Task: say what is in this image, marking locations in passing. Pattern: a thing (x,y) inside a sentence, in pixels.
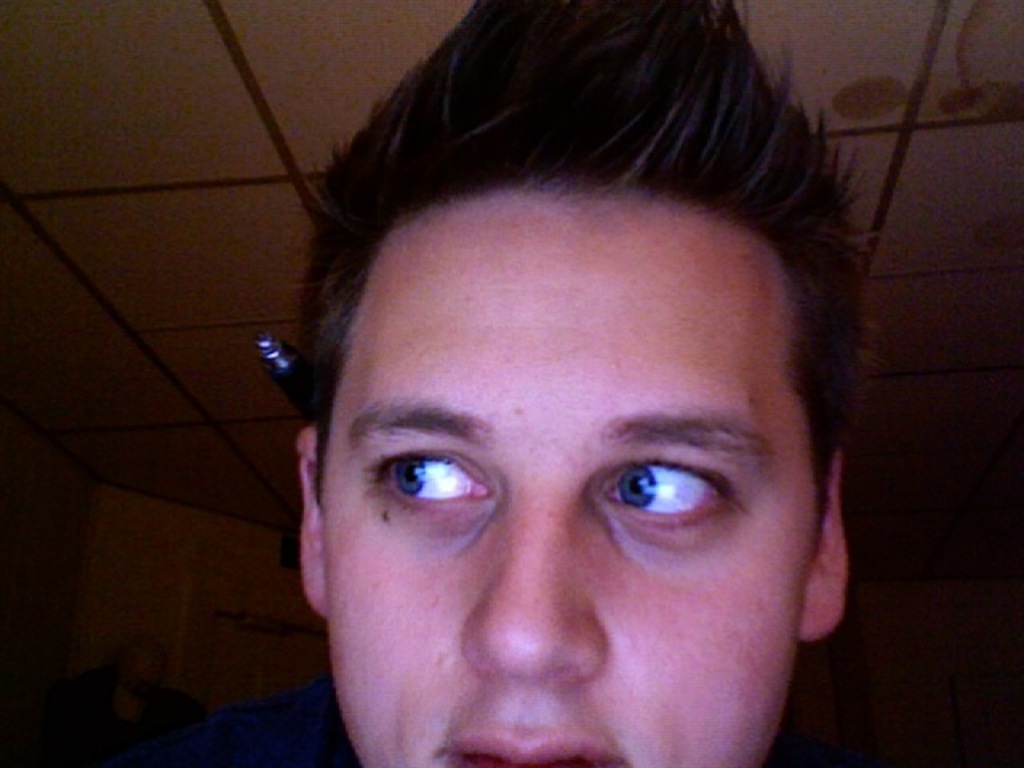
In this image in the front (487,563) there is a man (470,621). In the background (249,627) there is an object (249,627) which is visible.
